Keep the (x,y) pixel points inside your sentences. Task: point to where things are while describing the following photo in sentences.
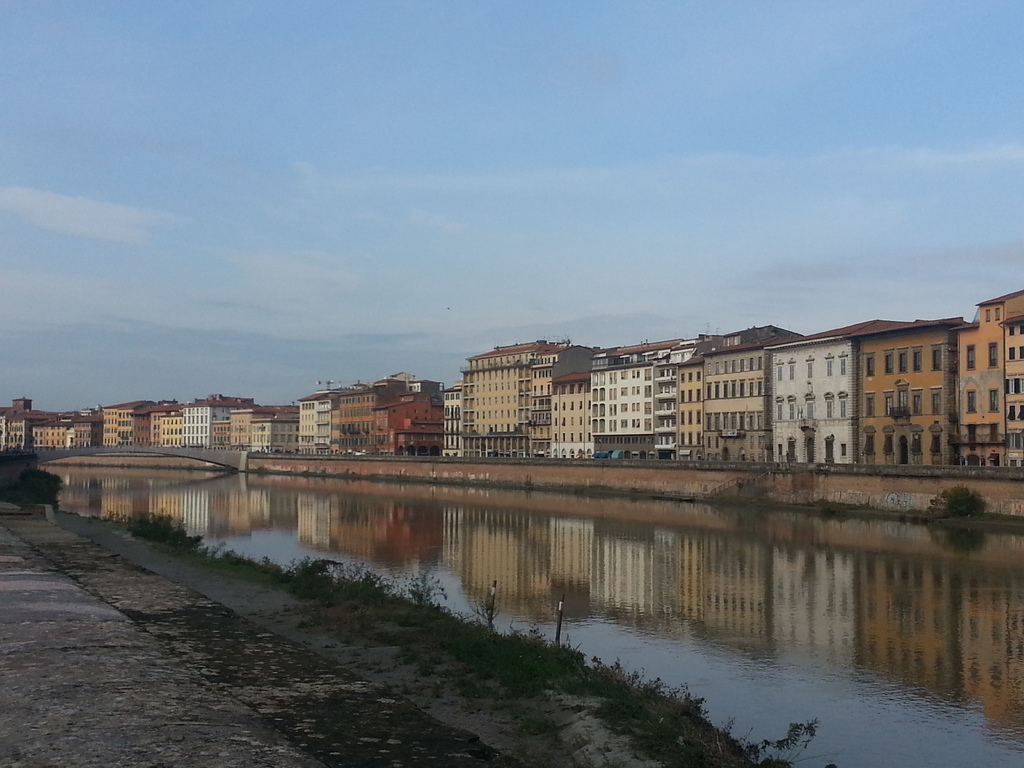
This image is taken outdoors. At the top of the image (241,187) there is a sky (216,204) with clouds (471,326). At the bottom of the image (191,689) there is a road (102,593) and lake (70,469). On the left side of the image (58,454) there is a bridge (140,451). In the background (872,377) there are many buildings (706,432) and houses (955,428) with walls (706,410), windows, doors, roofs (77,422), railings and balconies (732,430).
